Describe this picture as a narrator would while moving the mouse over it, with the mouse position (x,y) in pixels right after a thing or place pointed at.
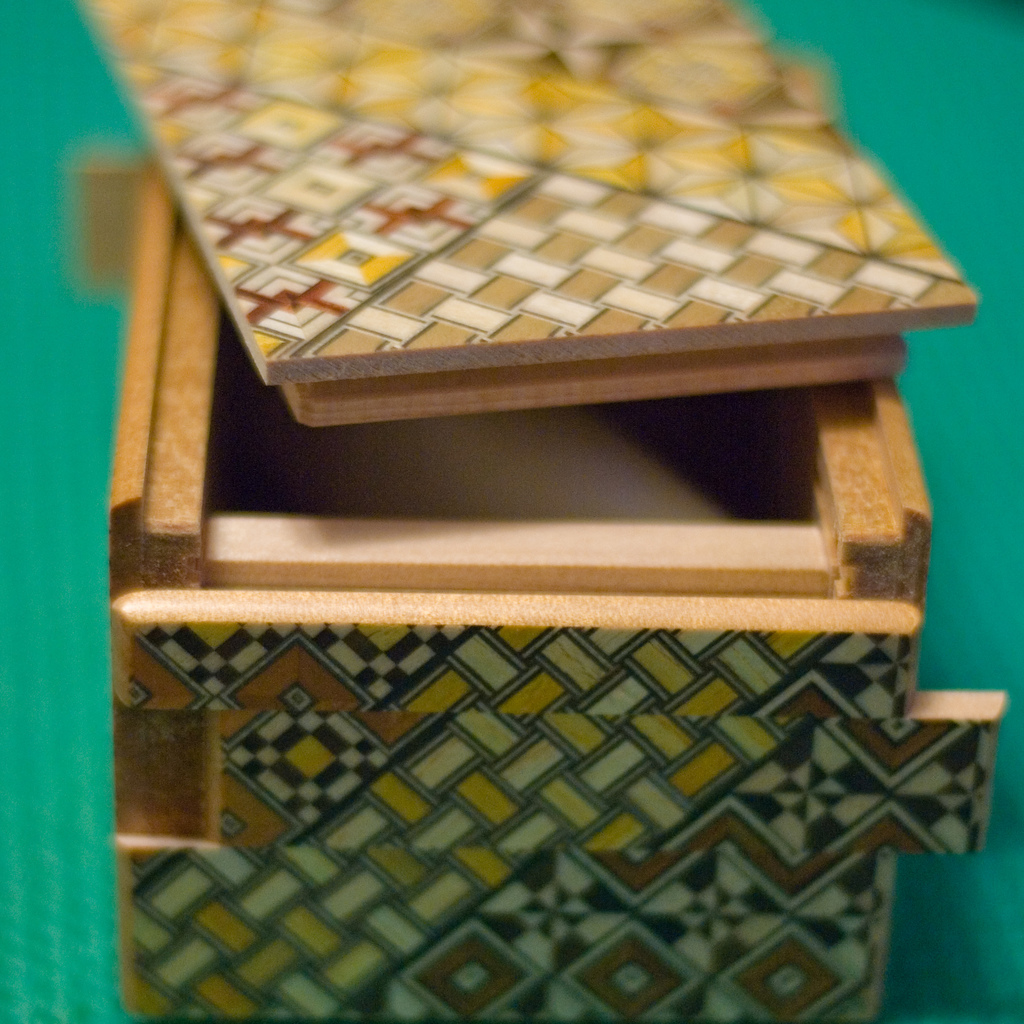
In this image there is a wooden box (527,471). Top of it there are few wooden planks (488,358) which is having some design (390,158) on it. Background (965,221) is green in colour.
